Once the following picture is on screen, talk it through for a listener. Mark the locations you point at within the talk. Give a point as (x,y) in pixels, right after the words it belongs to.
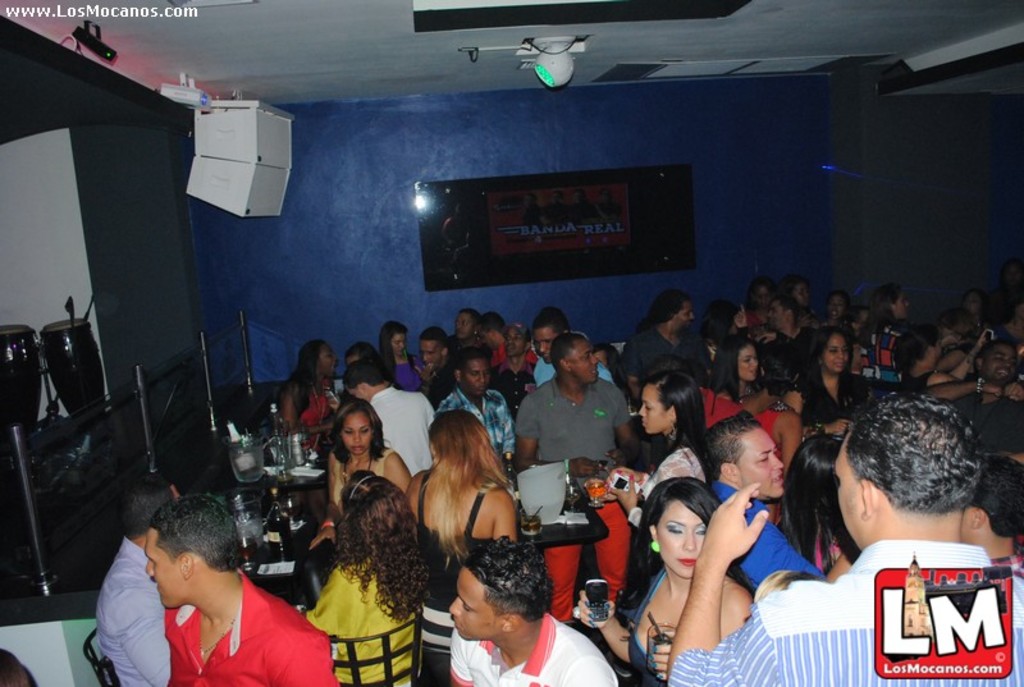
In the image I can see a place (86,498) where we have some people (850,680) who are sitting on the chairs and also I can see some lights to the roof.
